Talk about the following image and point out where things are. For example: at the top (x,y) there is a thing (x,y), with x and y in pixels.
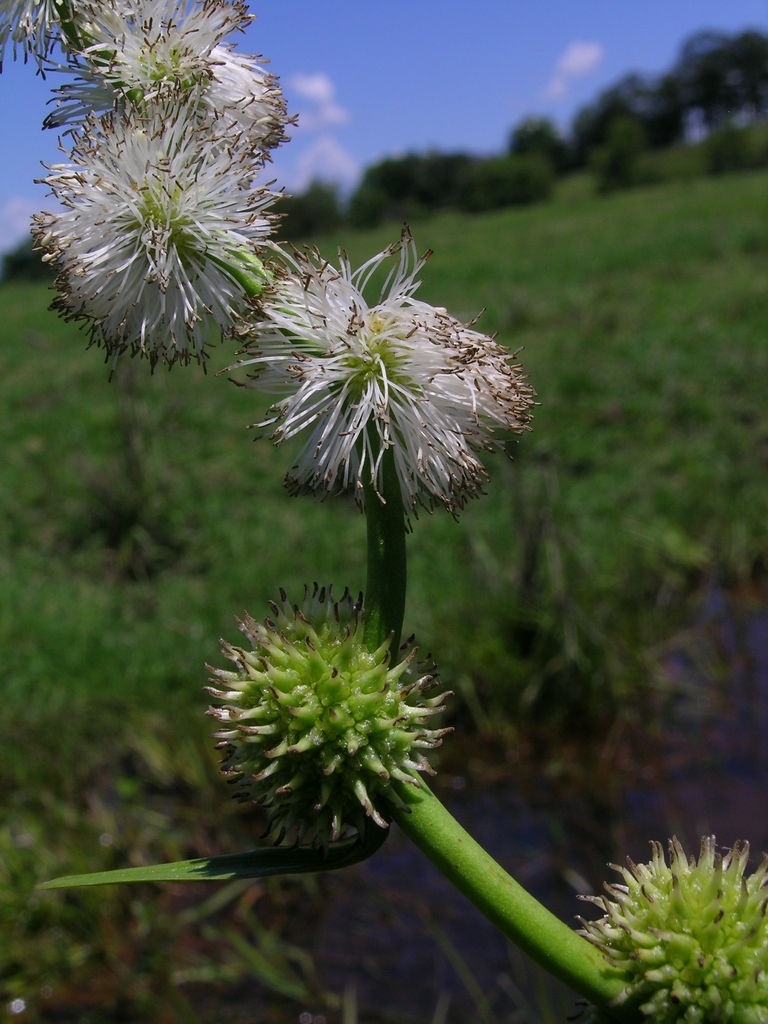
In this image we can see some flowers (475,343) to the stem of a plant (363,351). On the backside (628,513) we can see some plants (594,360), a group of trees (527,193) and the sky (551,98) which looks cloudy.
